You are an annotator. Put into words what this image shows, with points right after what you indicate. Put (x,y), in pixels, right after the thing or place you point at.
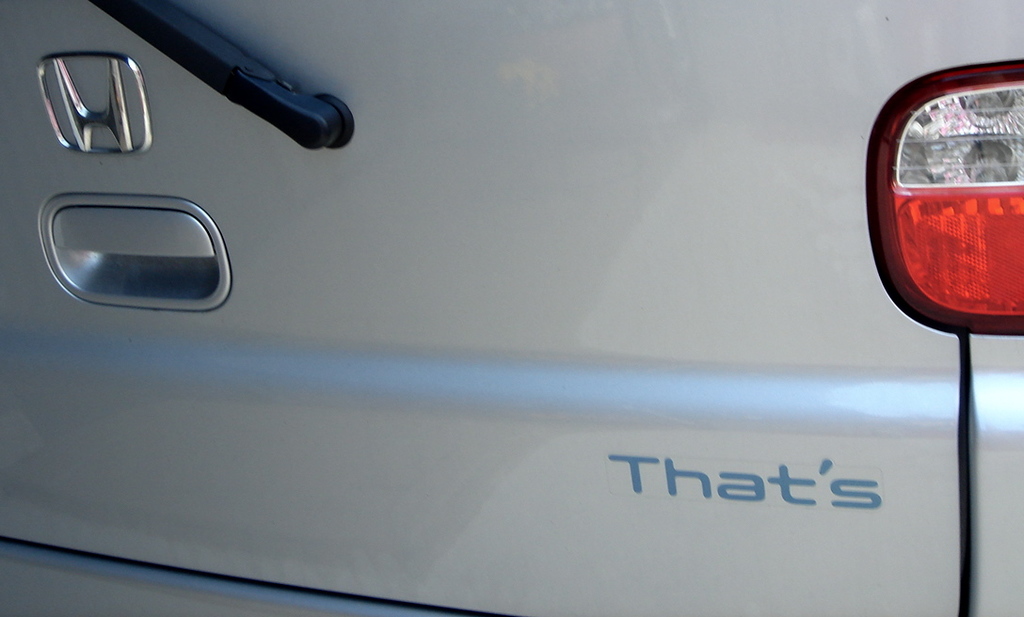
In the image there is a car back door (212,183) with logo (78,136), handle (78,241) and light (969,180). There is something written on the door (630,469).
